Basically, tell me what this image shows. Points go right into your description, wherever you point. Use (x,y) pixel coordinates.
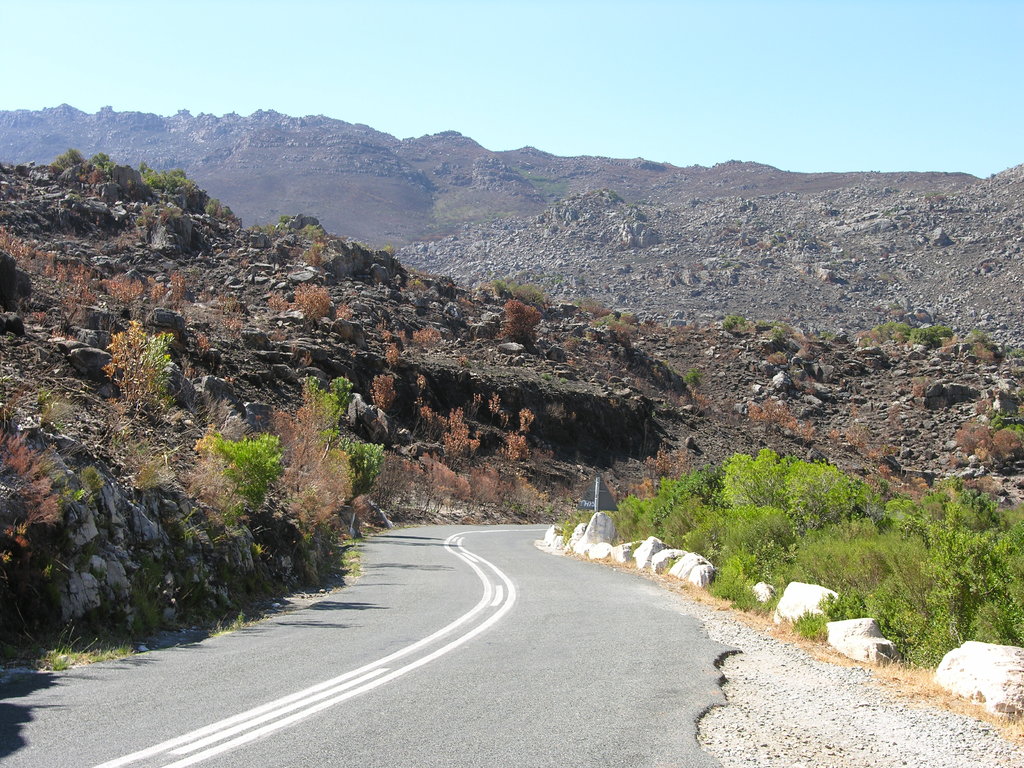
In this image I see the road (425,611) on which there are white lines (362,670) and I see the rocks (699,574) over here and I see few plants (709,483). In the background (186,148) I see the mountains (317,146) and the blue sky (523,18).
